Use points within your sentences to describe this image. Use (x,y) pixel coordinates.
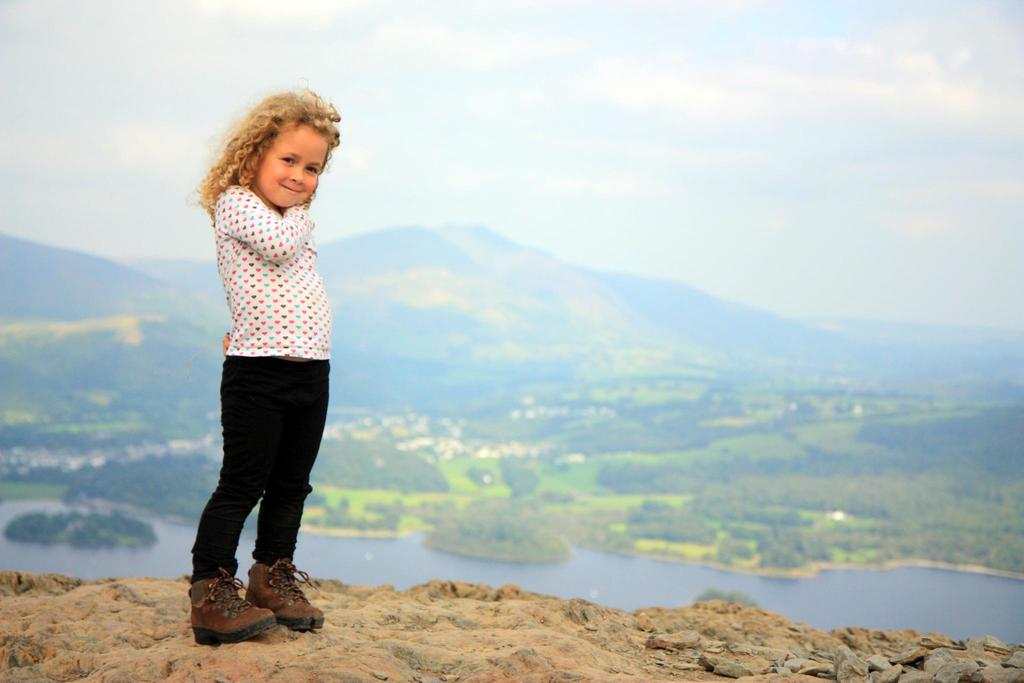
In this image in front (336,670) there is a girl (289,373) standing on the rock (556,599). In the center of the image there is water (655,586). In the background of the image (559,454) there are plants (589,467), buildings (486,451), trees (370,442), mountains (474,254) and sky (696,107).
